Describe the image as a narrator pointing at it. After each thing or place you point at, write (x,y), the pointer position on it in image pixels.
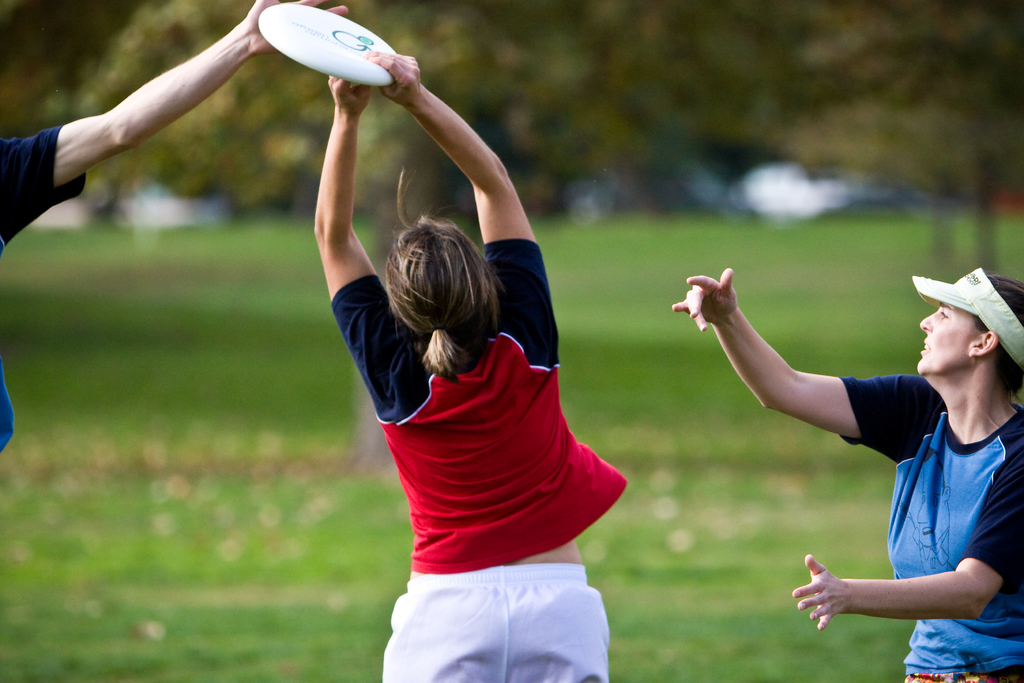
In this picture I can see a person (334,245) holding the Frisbee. I can see the hand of a person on the left side (145,144). I can see a person (856,416) the right side (830,404). I can see green grass (854,451). I can see trees (79,109) in the background (59,111).
